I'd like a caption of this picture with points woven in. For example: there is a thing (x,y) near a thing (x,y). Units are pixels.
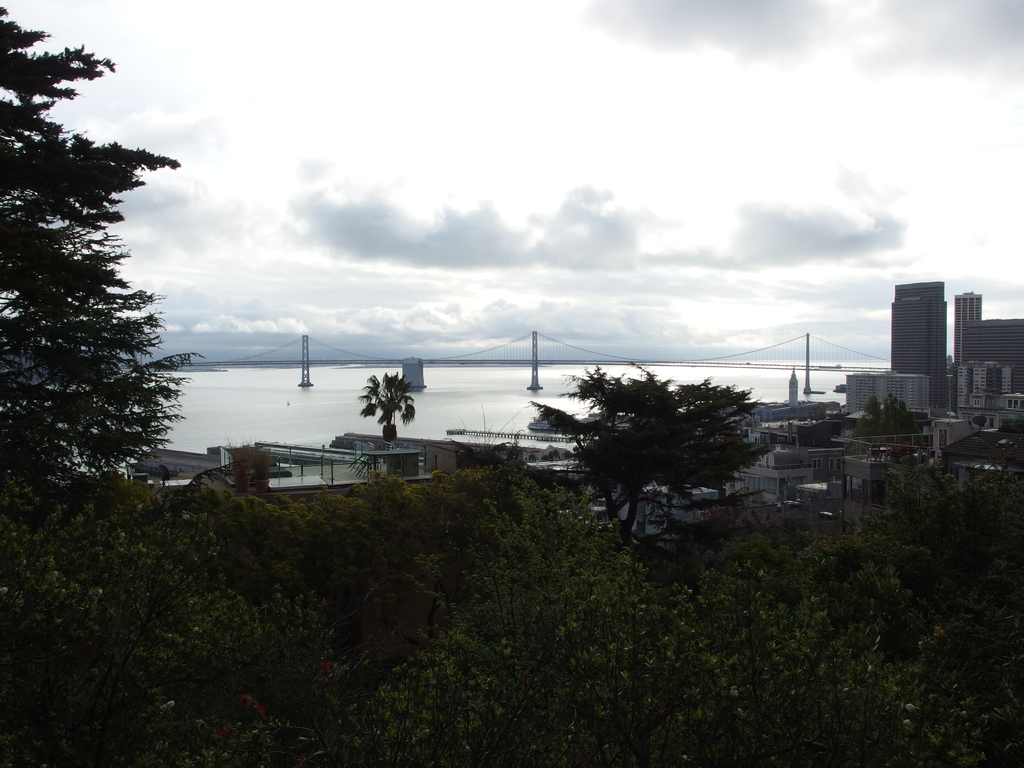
In this image we can see some tree (543,579), houses (876,470), buildings (767,489) and in the background of the image (404,374) there is bridge (305,376), water (347,393) and top of the image (524,147) there is cloudy sky (270,219).
